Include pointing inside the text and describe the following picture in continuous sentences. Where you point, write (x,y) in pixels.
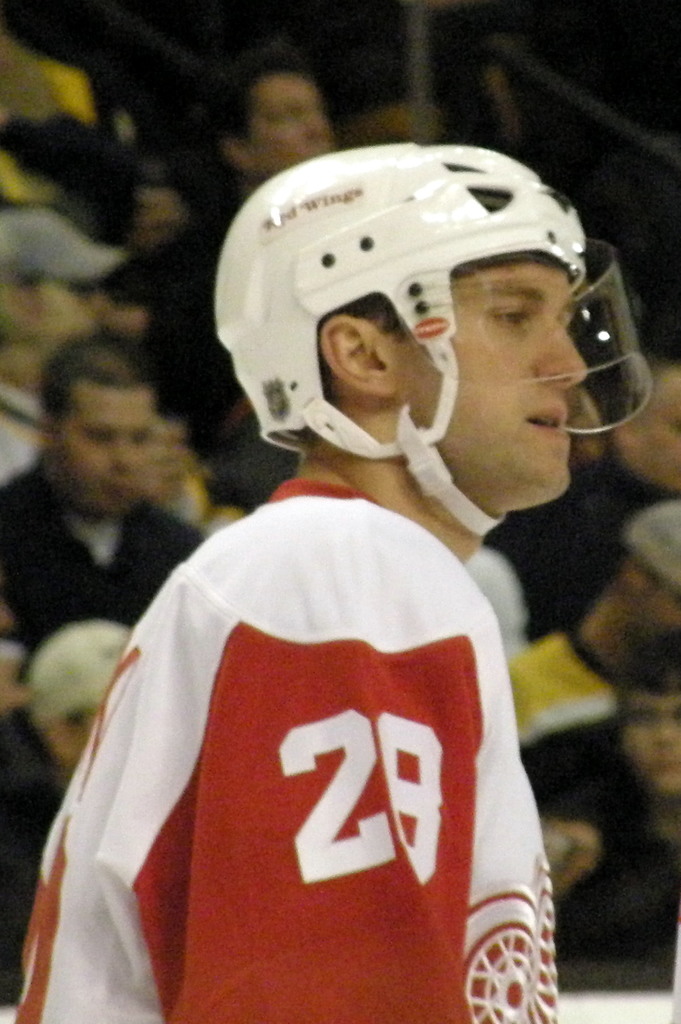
In this image in the foreground (388,511) there is one person (447,432) who is wearing a helmet (419,260), and in the background (187,548) there are a group of people (285,85).
